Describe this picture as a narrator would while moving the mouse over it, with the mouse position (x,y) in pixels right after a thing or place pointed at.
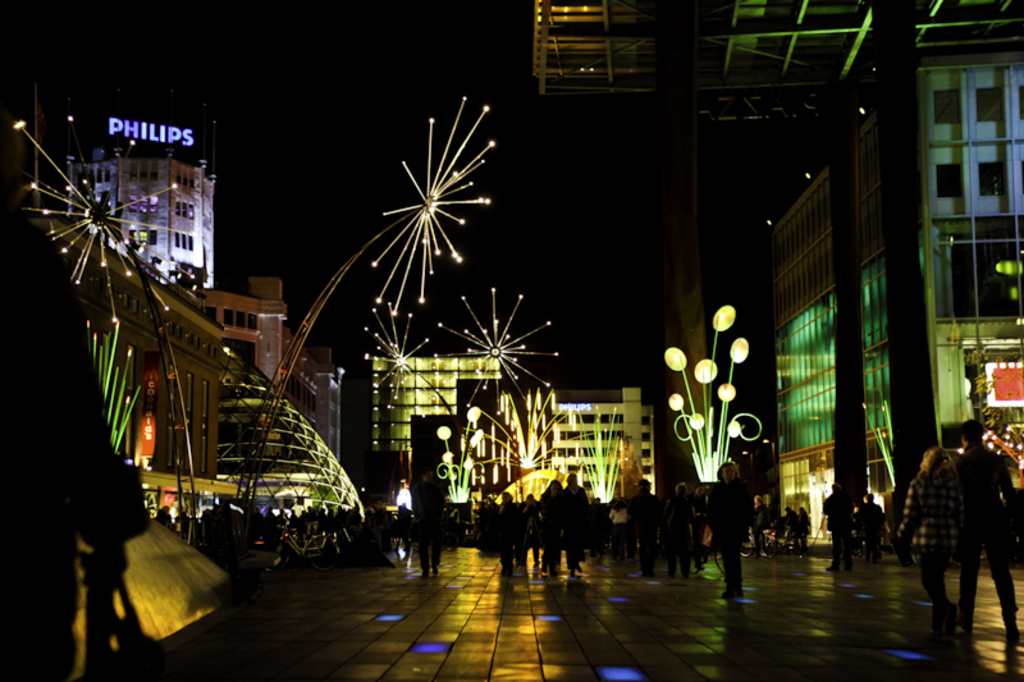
In this picture we can see a group of people (640,568) on the ground (626,620), here we can see buildings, lights (399,616), poles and some objects (383,555) and in the background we can see it is dark.
